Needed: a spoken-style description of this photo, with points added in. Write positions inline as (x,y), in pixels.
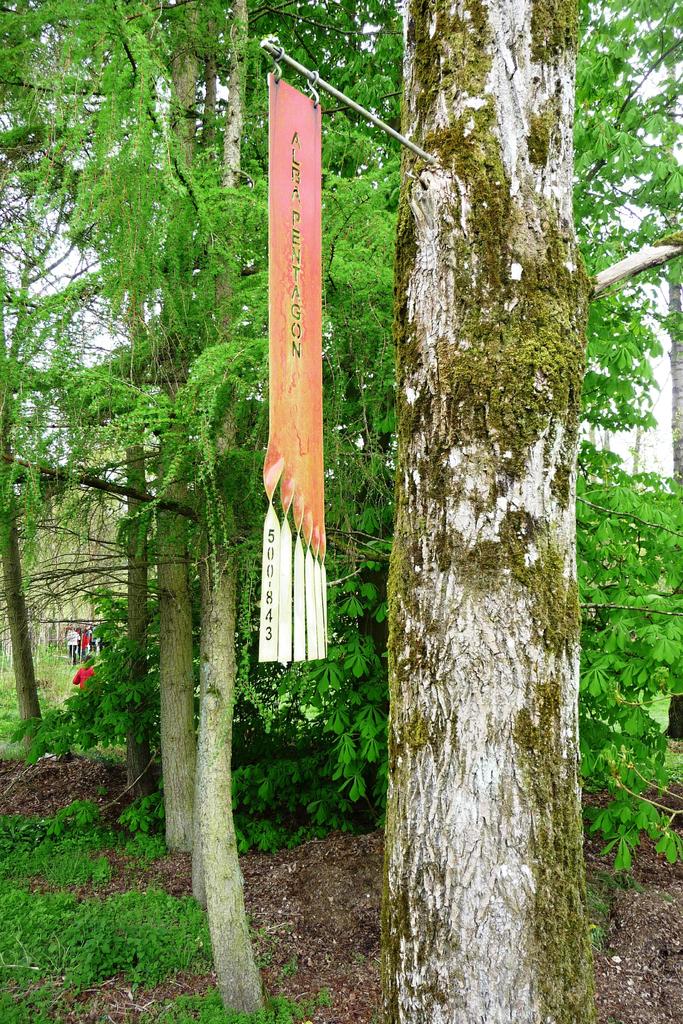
In this image there are trees (195,361), there is a tree trunk (557,341), there is a board (305,201), there is text (295,268) on the board (306,153), there are numbers (274,553) on the board (274,551), there are plants (150,818), there is soil (344,930) towards the bottom of the image (378,930), there are persons (74,645), there is the sky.
